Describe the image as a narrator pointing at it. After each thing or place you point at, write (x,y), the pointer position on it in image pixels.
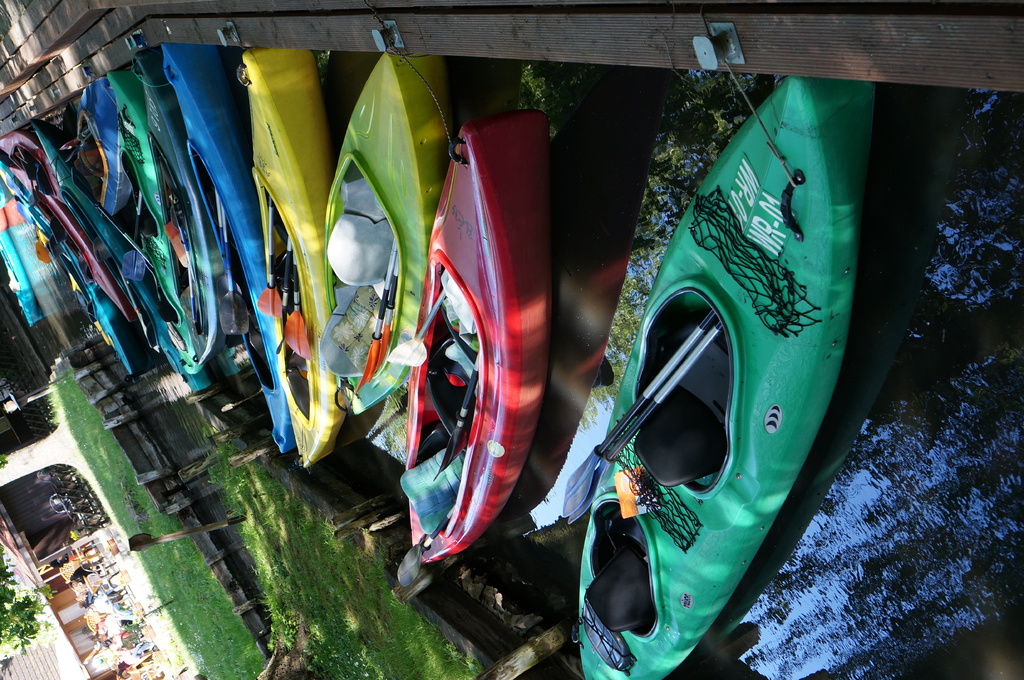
In this image, we can see colorful boats (455,280) on water (909,539). There is a grass (332,566) on the ground (211,620).
